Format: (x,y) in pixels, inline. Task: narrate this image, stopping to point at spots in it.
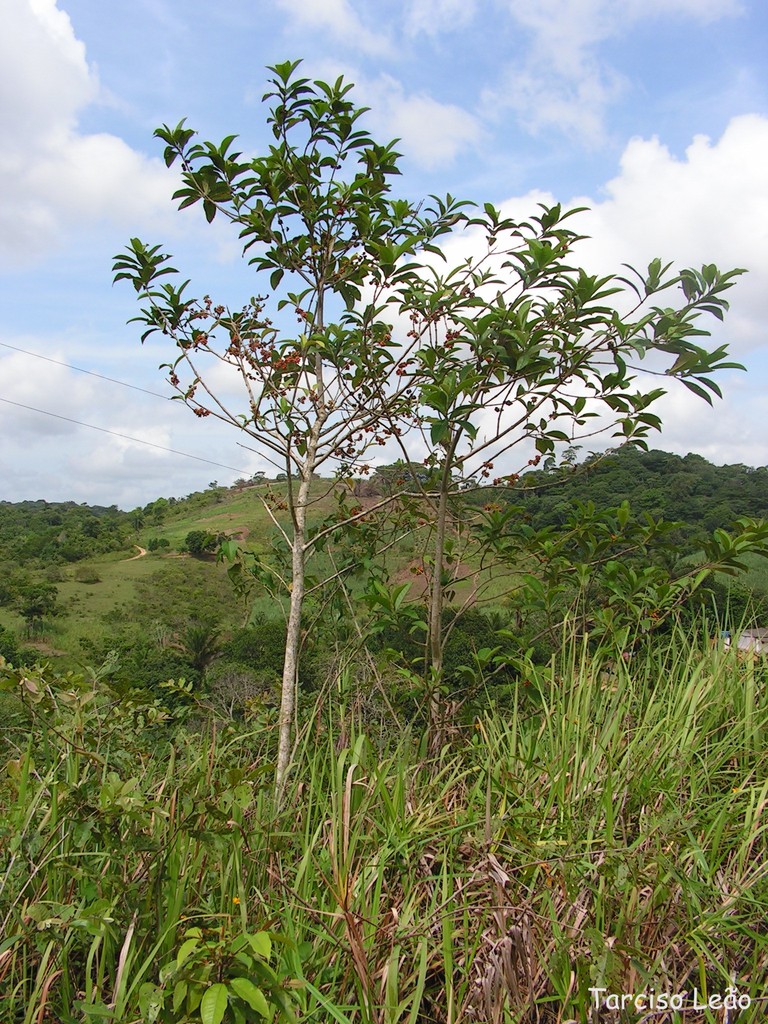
In this image I see plants (302,699) and I see number of trees (691,493) and I see the green grass (214,569) and I see the watermark (653,997) over here. In the background (17,201) I see the sky (47,82) which is of white and blue in color.
